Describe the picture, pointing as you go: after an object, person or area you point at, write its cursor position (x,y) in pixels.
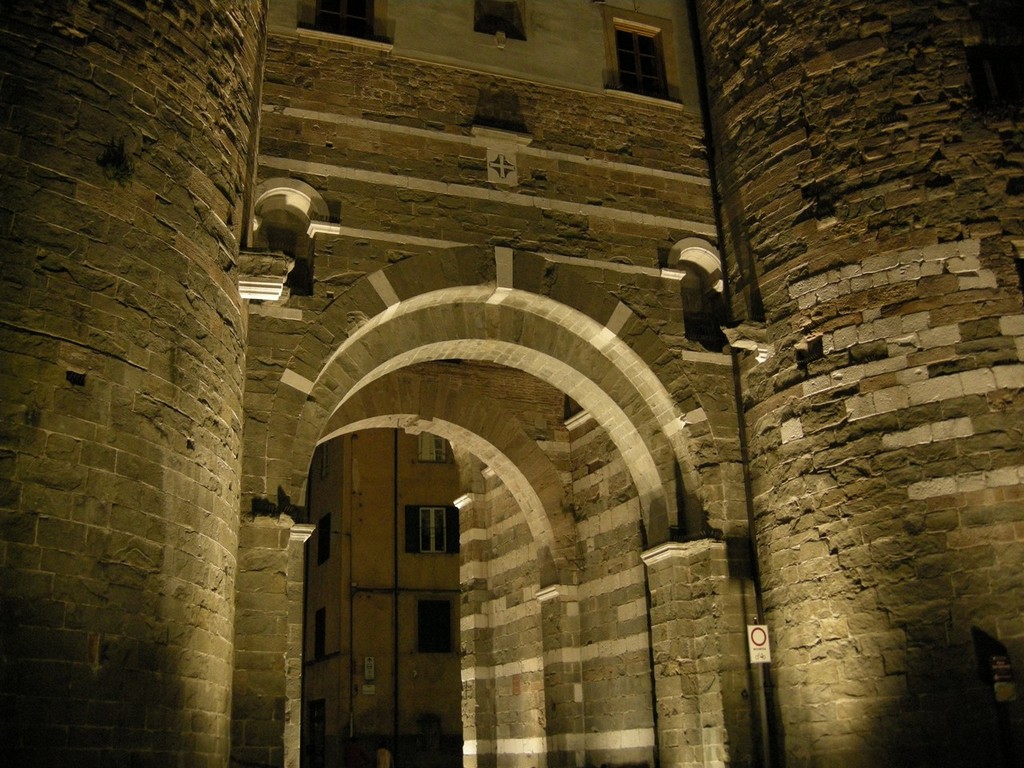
In this picture we can see arches (314,413), pipes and buildings (254,393) with windows (442,551).
